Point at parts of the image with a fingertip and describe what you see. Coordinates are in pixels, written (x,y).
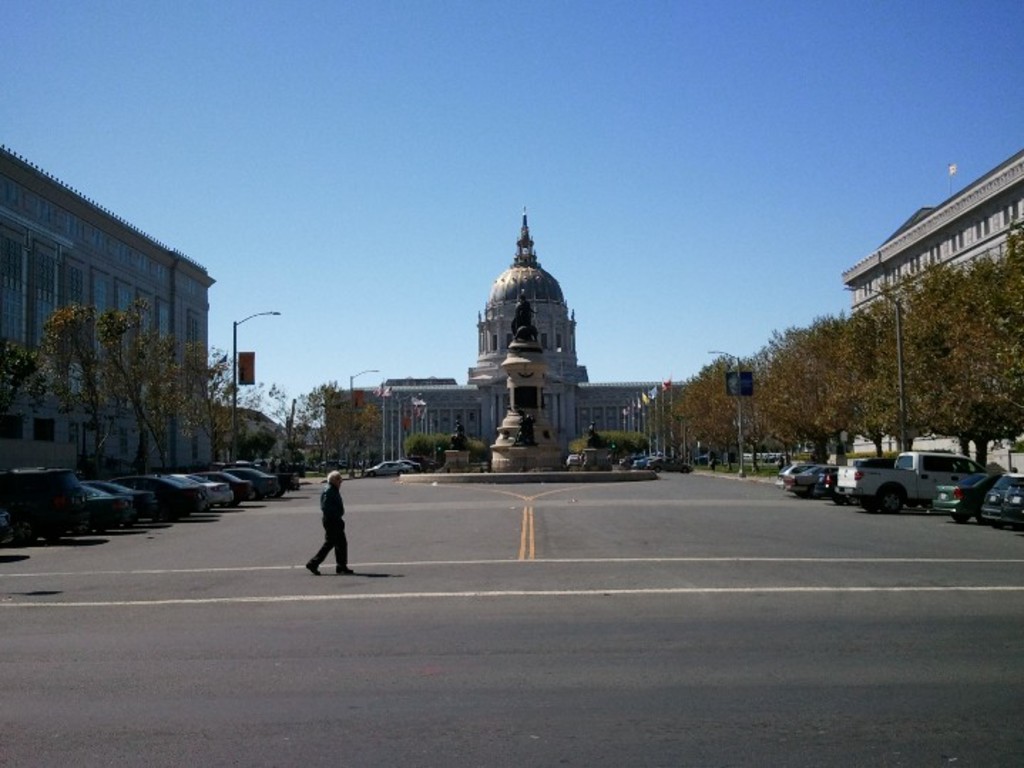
In this image, in the middle (344,509) there is a man (346,552), he is walking. In the background (401,388) there are cars (249,479), vehicles (80,502), trees (715,416), buildings (561,398), statues (544,390), fountain (525,457), street lights (234,399), poles (650,419), flags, sky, road (69,676).
